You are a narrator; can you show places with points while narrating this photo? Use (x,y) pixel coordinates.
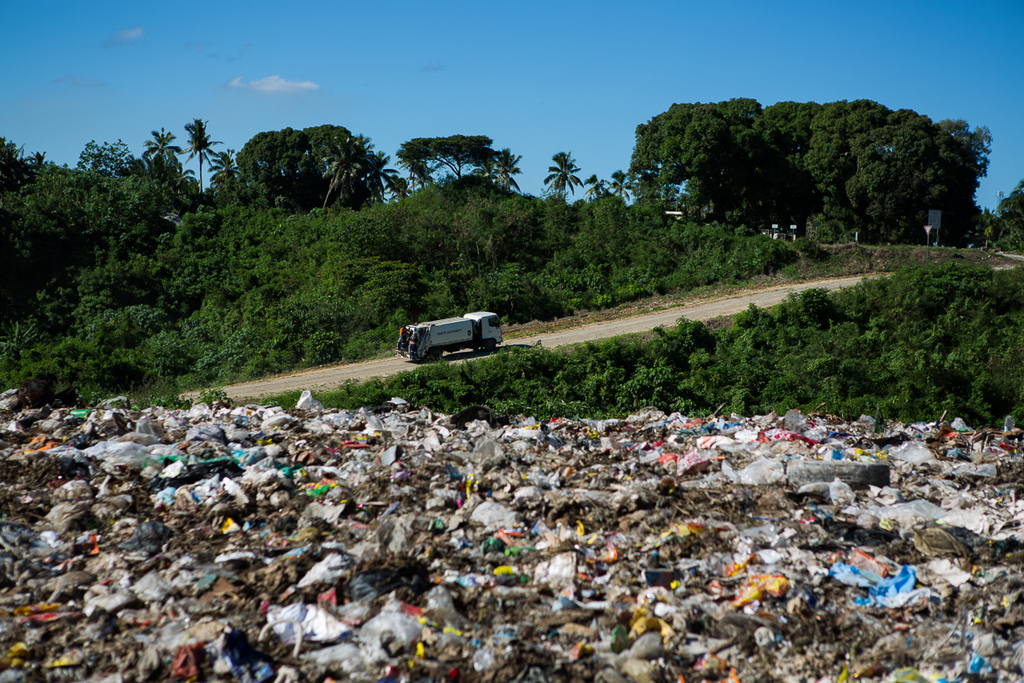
In this image we can see garbage (385,542). In the middle of the image (657,316), road (361,367) is there. On road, one vehicle (458,327) is present. To the both sides of the road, plants (783,245) and trees (500,193) are there. At the top of the image (483,72) sky (526,72) is there which is in blue color.
